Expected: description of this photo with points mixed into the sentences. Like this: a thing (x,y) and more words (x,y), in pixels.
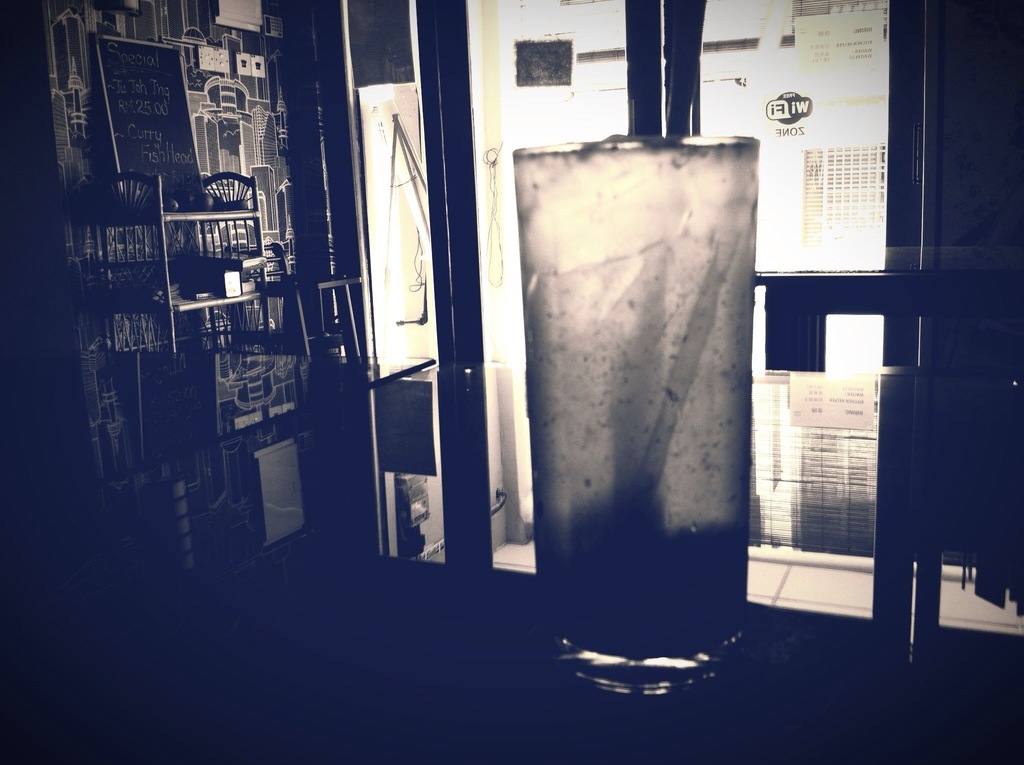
In the center of the image (595,492) we can see a glass (631,647) placed on the table (805,724). On the left (231,293) there is a shelf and we can see a board (184,195) and some things (207,281) placed in the shelf (169,240). In the background (614,57) there is a door (432,11).
